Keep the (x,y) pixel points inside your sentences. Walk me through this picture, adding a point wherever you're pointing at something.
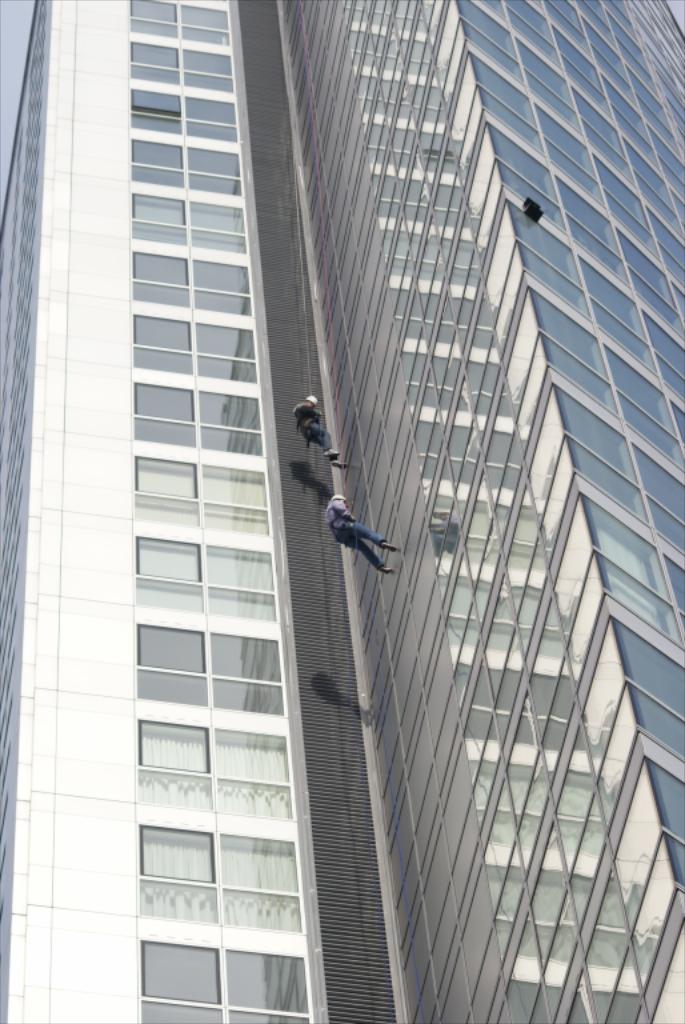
In the image there is a building (478,591) with glasses (219,132). And two persons (329,447) are hanging with ropes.
